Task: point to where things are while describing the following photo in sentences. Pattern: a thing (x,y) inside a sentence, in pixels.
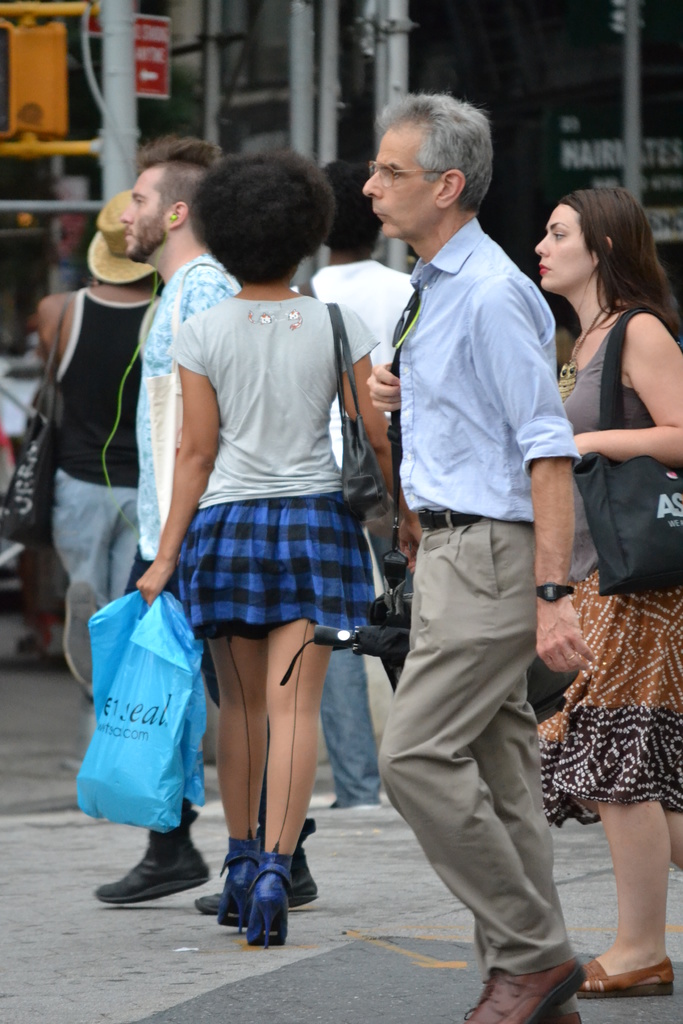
This image is clicked on the road (340,907). There are many people (361,345) walking on the road (292,979). They are wearing bags (662,522). Behind them there are poles (121,72) and boards (147,54). In the top right (578,125) there is text (616,143) on the board (607,118).
